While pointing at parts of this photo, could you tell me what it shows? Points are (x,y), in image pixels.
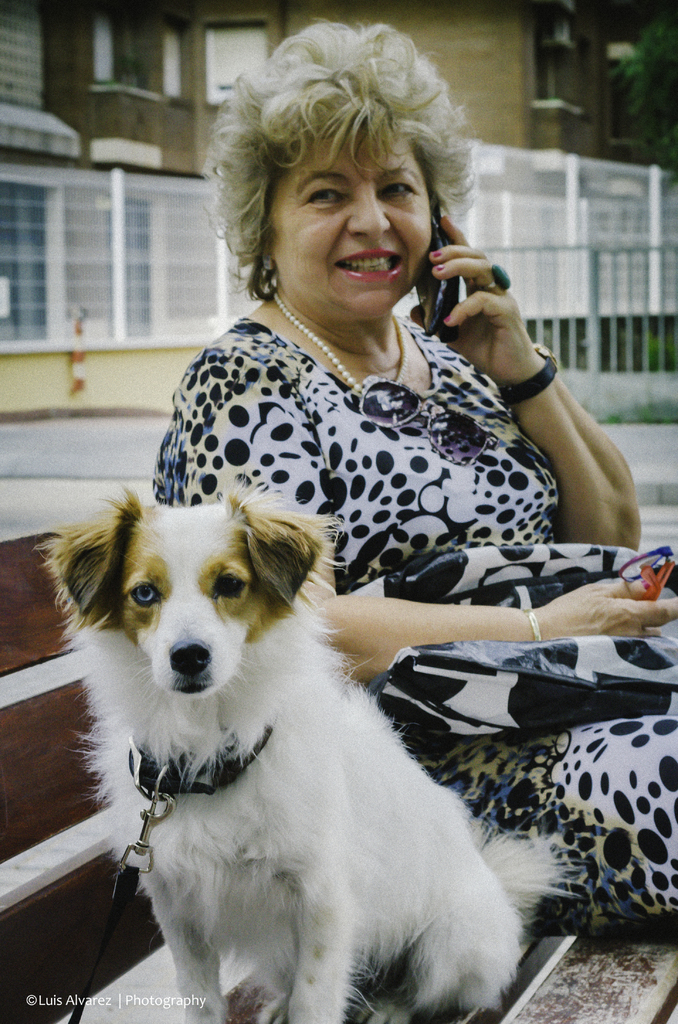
In this picture I can observe a woman (396,635) and dog (333,807) sitting on the bench (35,660). In the background (82,165) I can observe building (59,61).
